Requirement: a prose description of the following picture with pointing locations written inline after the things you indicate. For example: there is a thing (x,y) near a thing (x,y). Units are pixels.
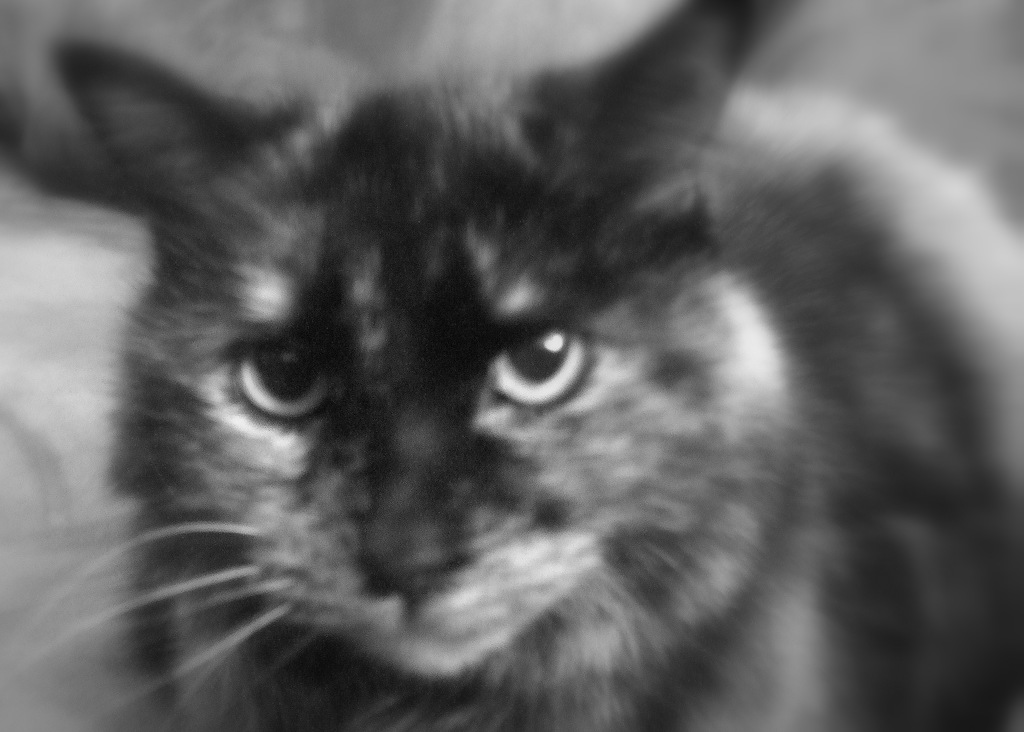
In the picture we can see a black and white image of a cat (937,594) which is some part black in color and some part white in color.
